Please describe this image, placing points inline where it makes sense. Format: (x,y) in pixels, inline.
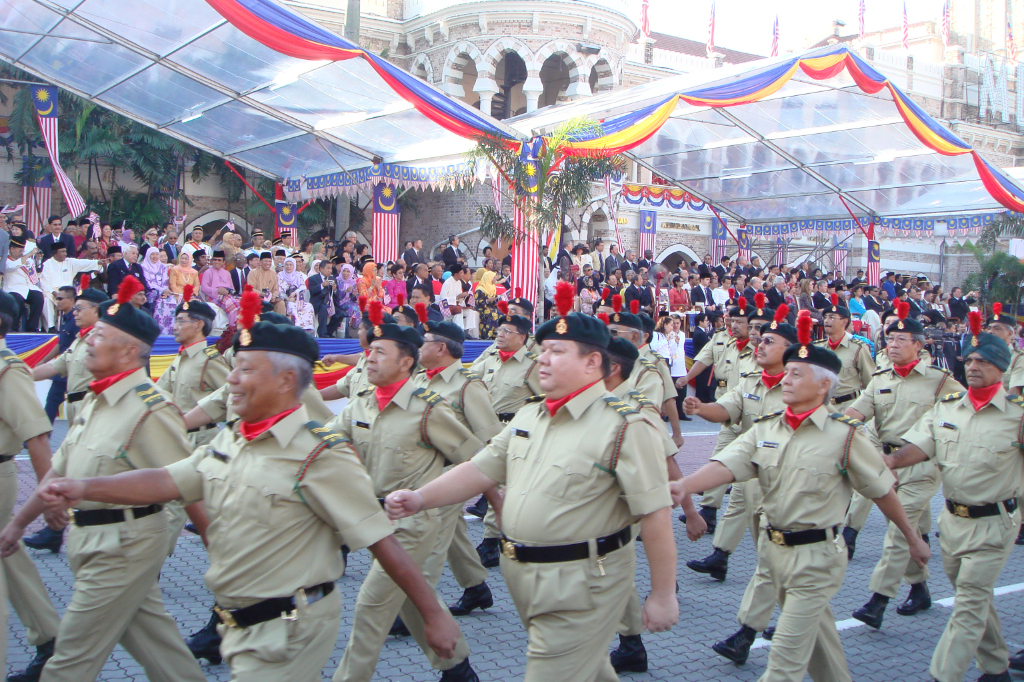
In this image we can see the police (587,512) are marching on the road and in the middle (479,298), people (455,300) are sitting.
